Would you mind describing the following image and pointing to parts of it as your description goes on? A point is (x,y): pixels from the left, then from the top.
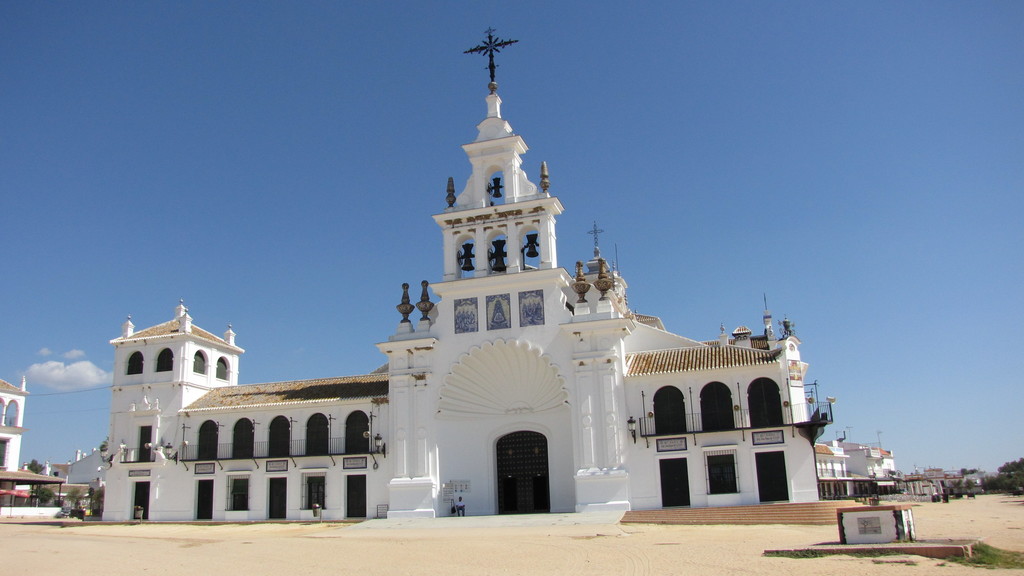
In this image, we can see a few buildings (757,465). We can see a person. We can see the ground (402,554) with some objects (860,516). We can also see some grass (1001,563) and trees (78,494). We can see the shed (37,490) on the left (7,498). We can see the sky (1021,53) with clouds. We can also see some objects (800,377) attached to one of the buildings (523,379). We can see some wires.
